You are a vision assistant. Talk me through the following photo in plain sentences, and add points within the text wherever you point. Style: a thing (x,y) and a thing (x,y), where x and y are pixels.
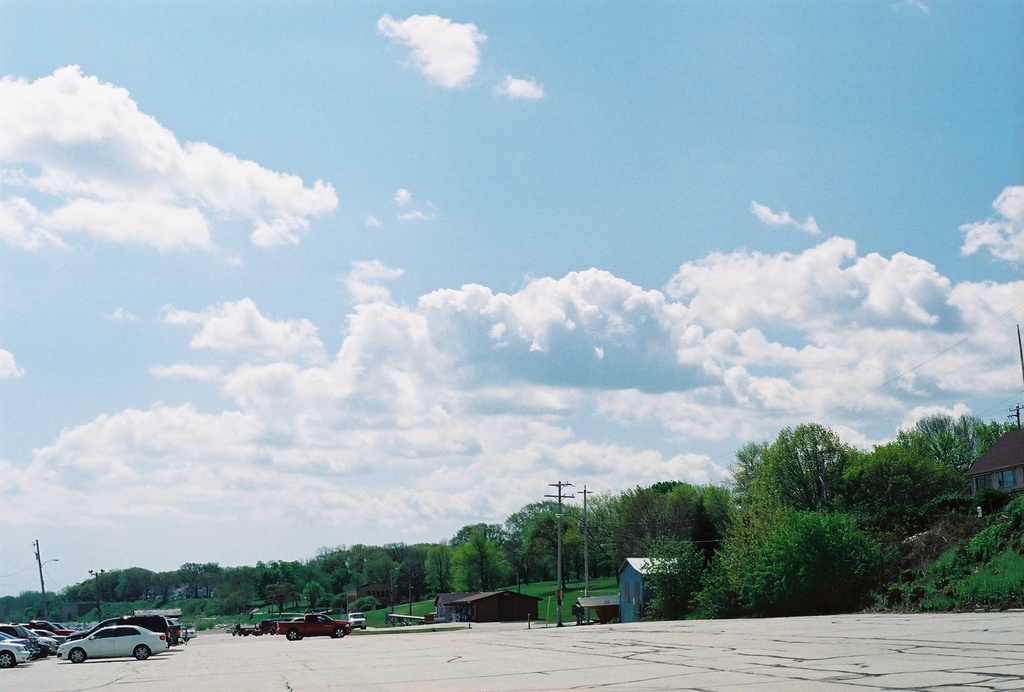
In this image there are a few vehicles (98,655) are parked and one vehicle (321,630) is moving on the path (492,634), beside the path (545,634) there are trees (659,577), buildings (638,581), utility poles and in the background (377,387) there is the sky (472,284).
